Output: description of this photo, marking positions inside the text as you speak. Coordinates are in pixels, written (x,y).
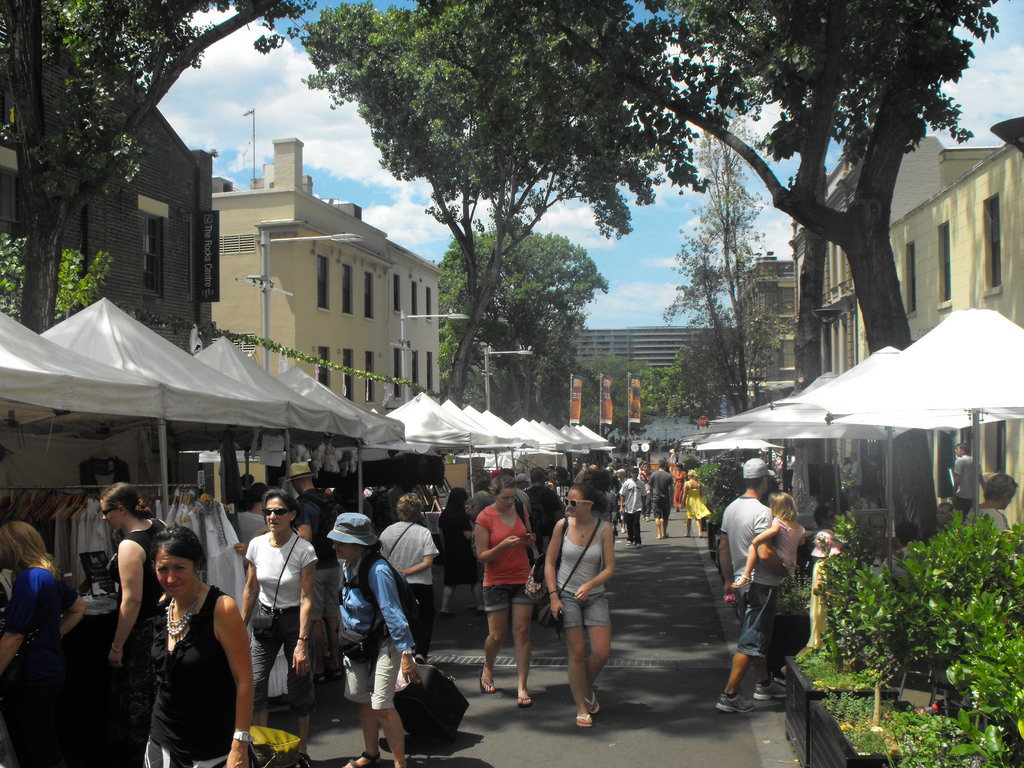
In this image we can see few people (487,549) walking on the road (602,700), a person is holding a trolley bag (433,685), there are few tents (315,413) and few clothes (48,519) hanged to the rod (176,486) under the tent (344,414), there are few buildings (421,303), trees (735,307), plants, flags (573,393), few street lights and the sky (626,252) with clouds (356,157) in the background (376,159).
